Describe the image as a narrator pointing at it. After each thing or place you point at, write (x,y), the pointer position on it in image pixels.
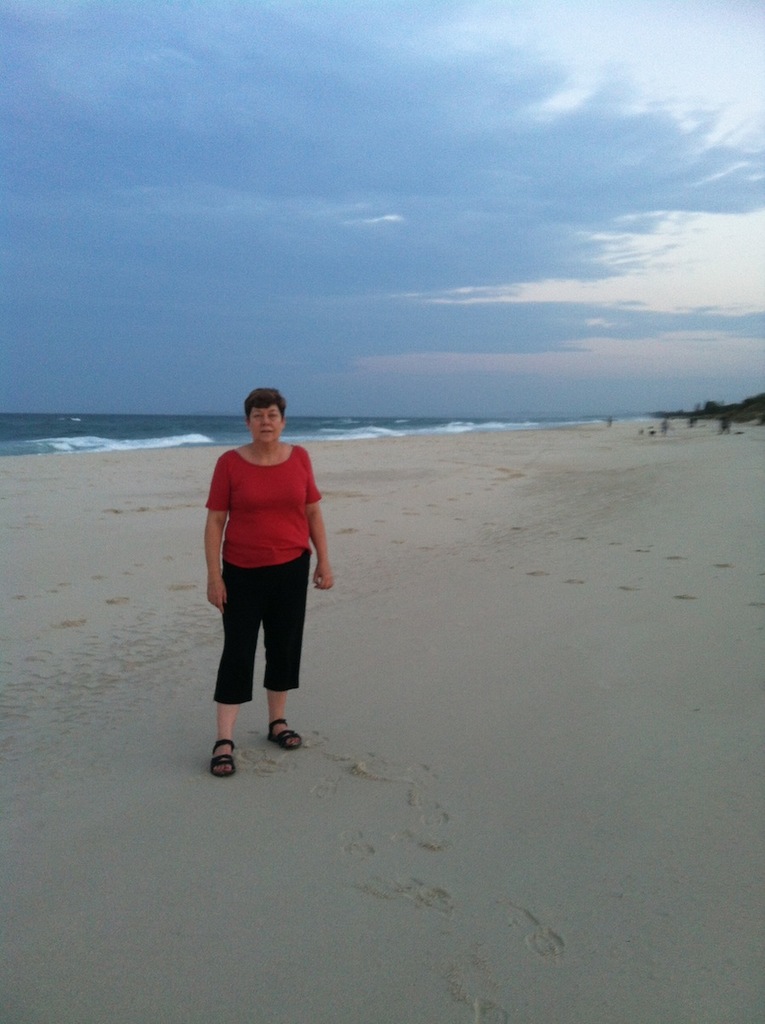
In this image we can see a person (267,494) standing. In the background (241,409) there is a sea (118,414) and sky (298,325).
